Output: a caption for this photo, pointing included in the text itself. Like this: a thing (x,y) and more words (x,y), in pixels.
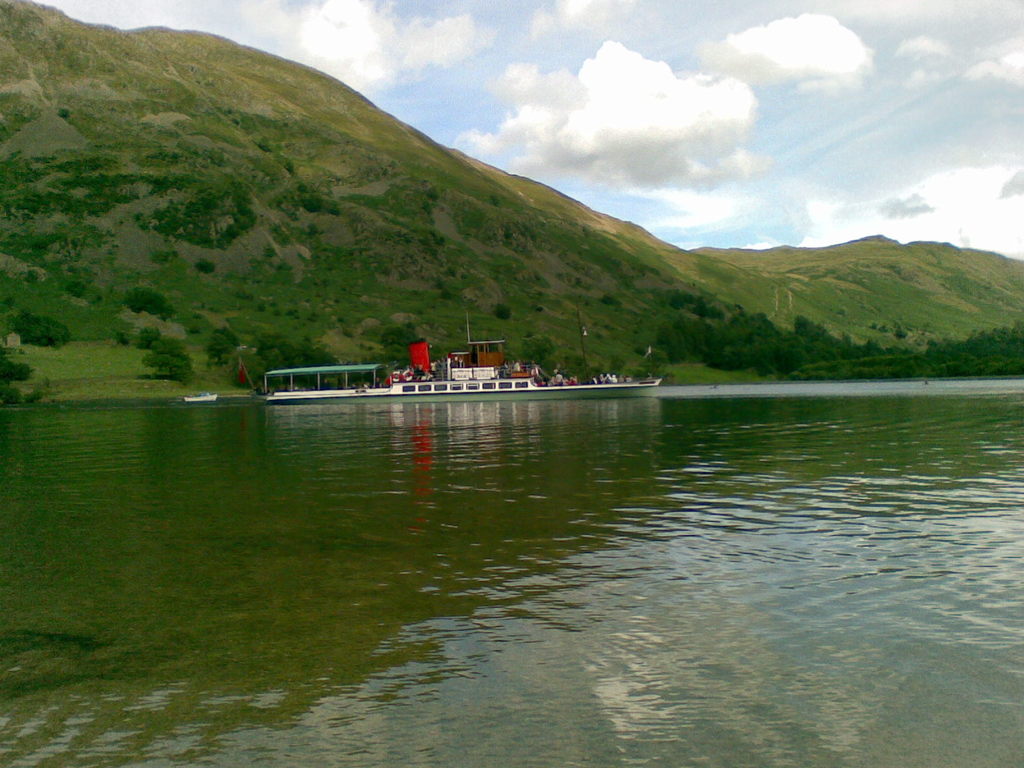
In this image there is a boat (507,388) in the water (546,536). In the boat (542,373) there are few people (561,373). In the background (540,350) there are hills (593,262) on which there is grass (469,192) and small plants (871,346). At the top (612,56) there is the sky (587,57).
